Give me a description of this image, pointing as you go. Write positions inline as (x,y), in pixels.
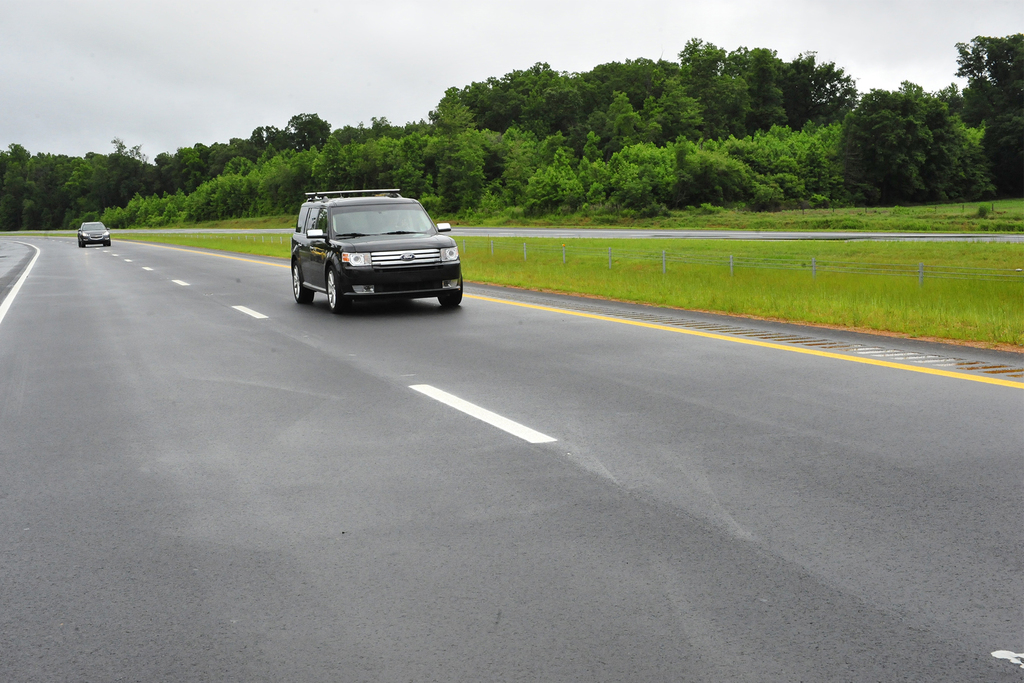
In this image we can able to see two vehicles (91,229) on the road (424,557), there are some trees (684,188), plants (735,198), and grass (725,274) on the ground (562,264), also we can see the sky (520,20).
